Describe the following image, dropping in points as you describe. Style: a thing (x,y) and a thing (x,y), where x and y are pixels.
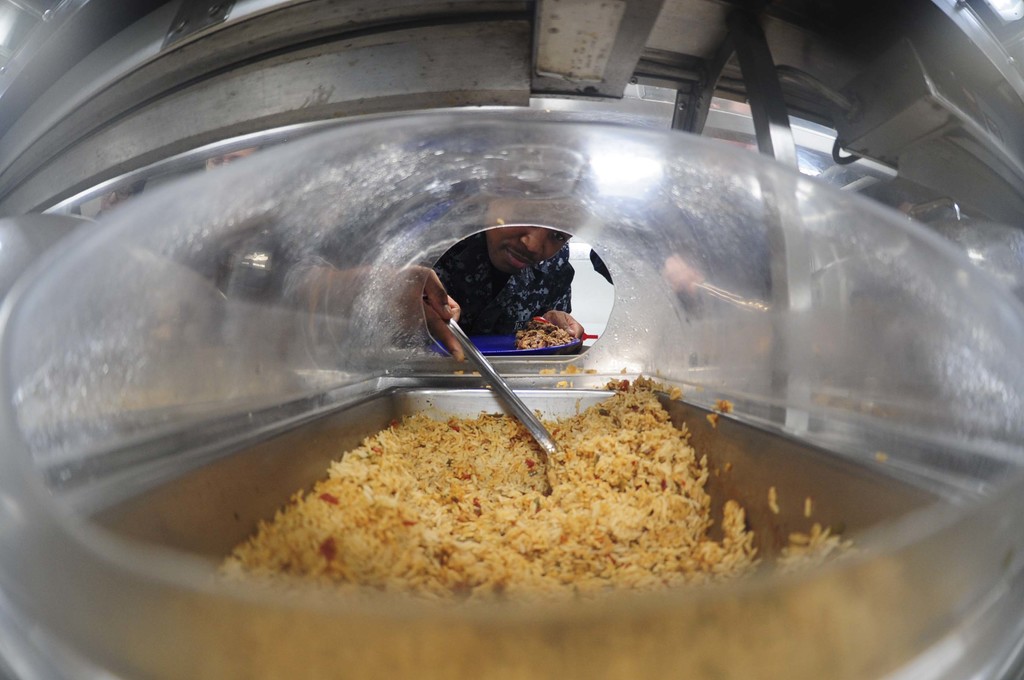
In the center of the image (536,266) we can see a man (466,319) holding a plate (500,339) with some food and a spatula (543,441). We can also see some food (647,574) in a steel container (625,424).
